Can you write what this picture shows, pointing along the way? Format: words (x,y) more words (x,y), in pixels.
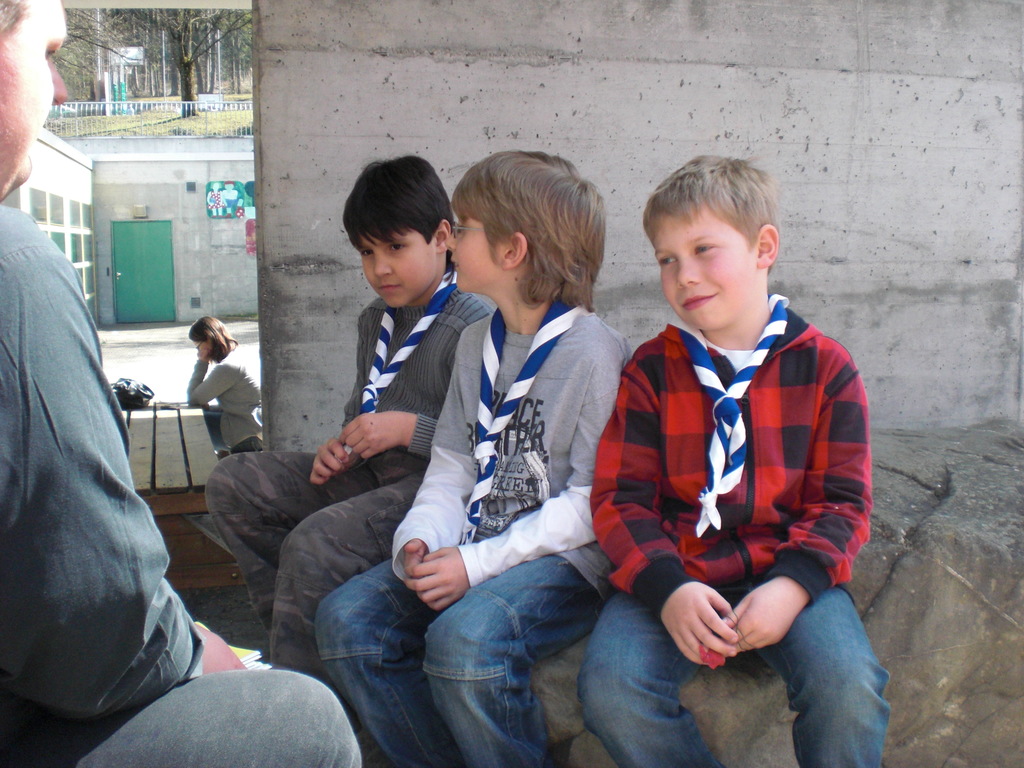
In this picture there are three children (440,378) who are sitting on the stone (871,515). On the right (852,390) there is a boy (827,406) who is wearing red shirt (812,475) and jeans (822,644). Beside him we can see another boy (493,375) who is wearing spectacle (478,228), t-shirt (570,418) and jeans (474,642). On the left (23,361) there is a man (56,372) who is wearing grey shirt (59,584), and jeans (188,688). On the back (244,351) we can see a woman (214,369) who is sitting near to the bench (185,420). Here we can see bag (152,395). In the background (251,138) we can see fencing (109,104), door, board (224,212), building (231,225) and grass (183,127). On the top left corner (194,66) we can see many trees (205,16).
